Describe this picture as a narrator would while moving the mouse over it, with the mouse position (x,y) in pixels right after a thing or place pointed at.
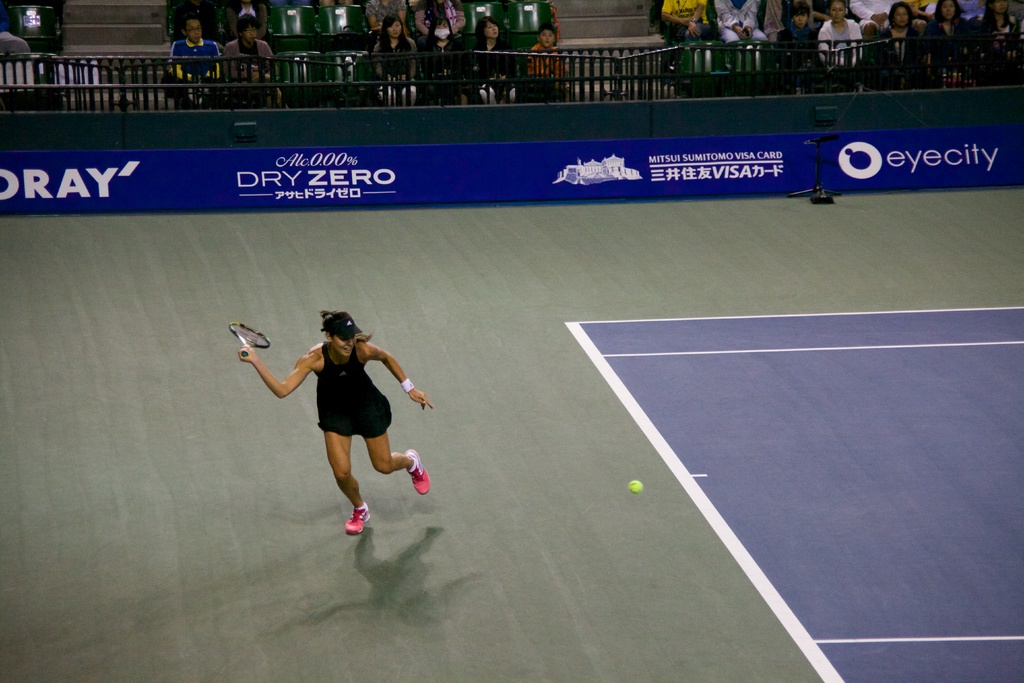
In the image we can see there is a woman (331,396) who is standing and holding tennis racket (254,343) in her hand (253,351) and at the back (493,31) people (493,31) are watching her.
